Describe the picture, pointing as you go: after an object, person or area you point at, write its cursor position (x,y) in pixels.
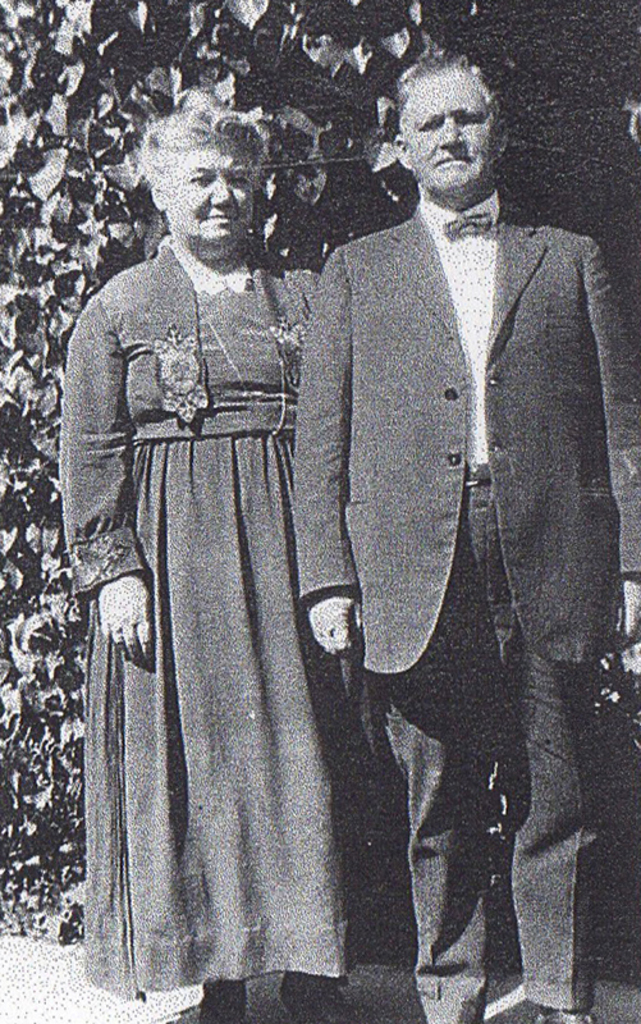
This is a black and white image. In the center of the image (315,625) we can see two people (397,680) are standing and a man (454,863) is wearing a suit (546,526) and a lady (207,781) is wearing a dress (133,527). In the background of the image (15,551) we can see the leaves (12,805). At the bottom of the image (502,1001) we can see the floor (26,953).
